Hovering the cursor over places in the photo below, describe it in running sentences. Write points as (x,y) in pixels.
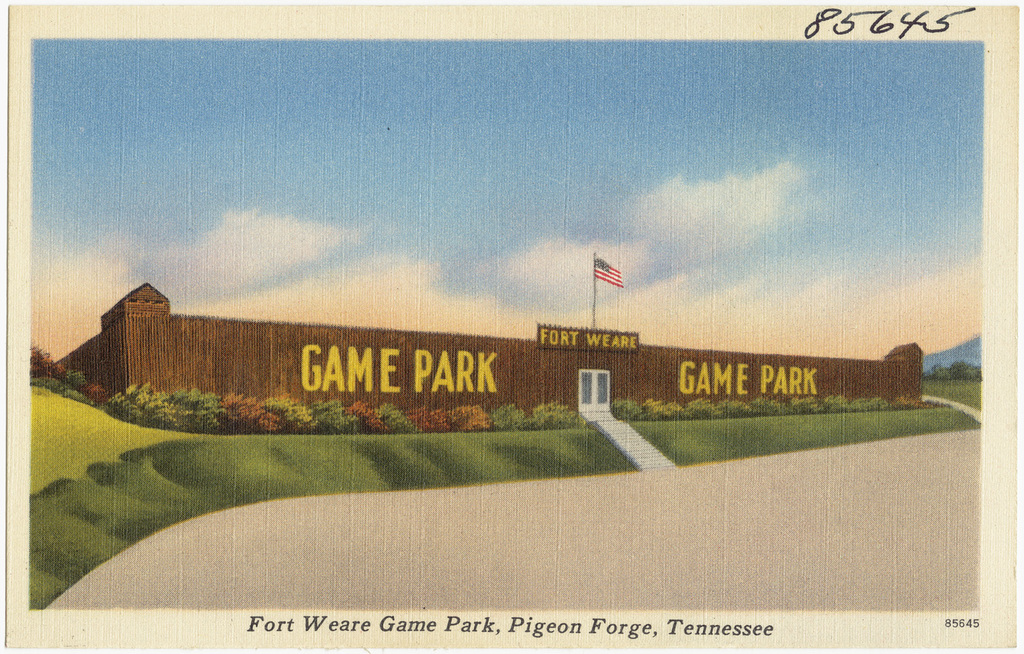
It's an animated image and in the middle (629,369) it's a game park (559,365), there is a flag (599,275) on it. At the top (594,191) it's a blue color sky (565,198).
